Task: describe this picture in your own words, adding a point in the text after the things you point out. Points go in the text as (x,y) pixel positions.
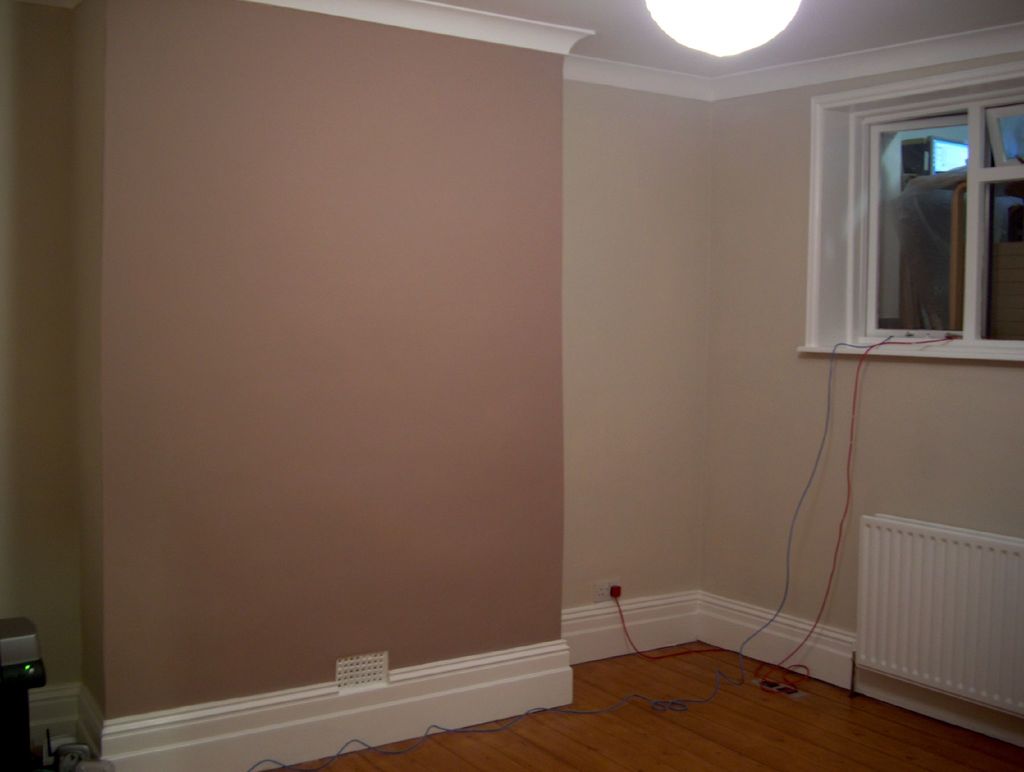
In this image I can see the inner part of the room (680,573), background (986,230) I can see the glass window (918,230), a light (740,2) and the wall (592,191) is in cream and brown color.
